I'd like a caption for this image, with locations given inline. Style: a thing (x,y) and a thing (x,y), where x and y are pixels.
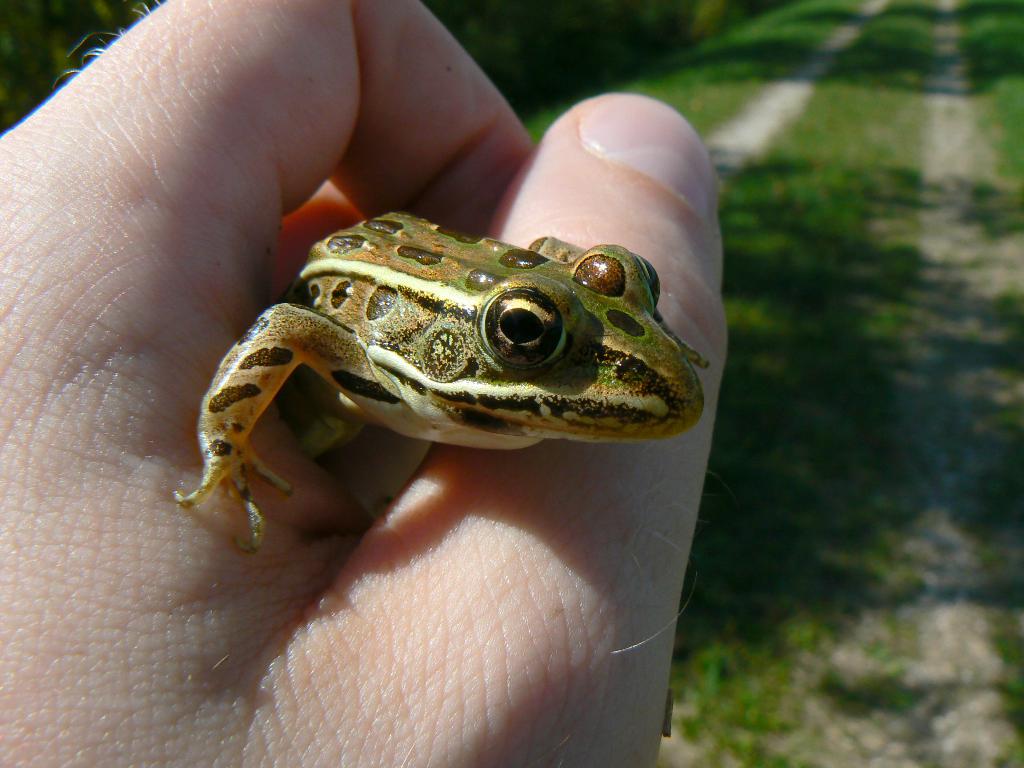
In the picture there is a person (189,392) holding a frog (239,372) in the hand (676,519), beside there is grass (762,553) present on the ground (798,470).
